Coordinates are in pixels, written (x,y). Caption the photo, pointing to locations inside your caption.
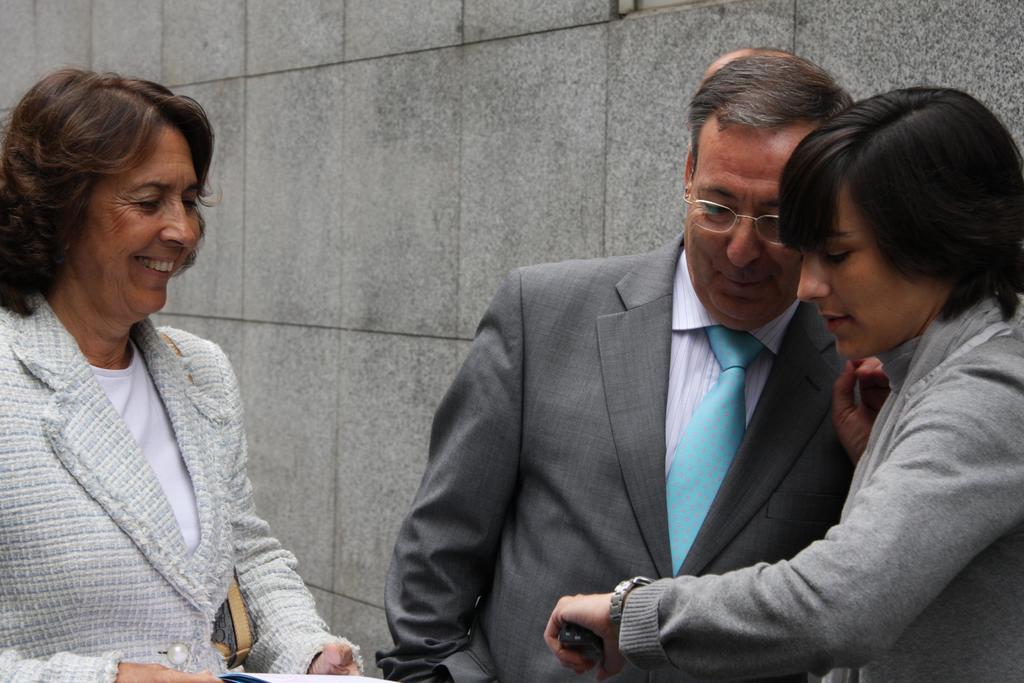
In this image we can see three persons (655,593). Middle person (703,395) is wearing specs (704,218). Person (926,278) on the right (871,466) is wearing a watch (621,584). In the back (369,212) there is a wall (470,90).
